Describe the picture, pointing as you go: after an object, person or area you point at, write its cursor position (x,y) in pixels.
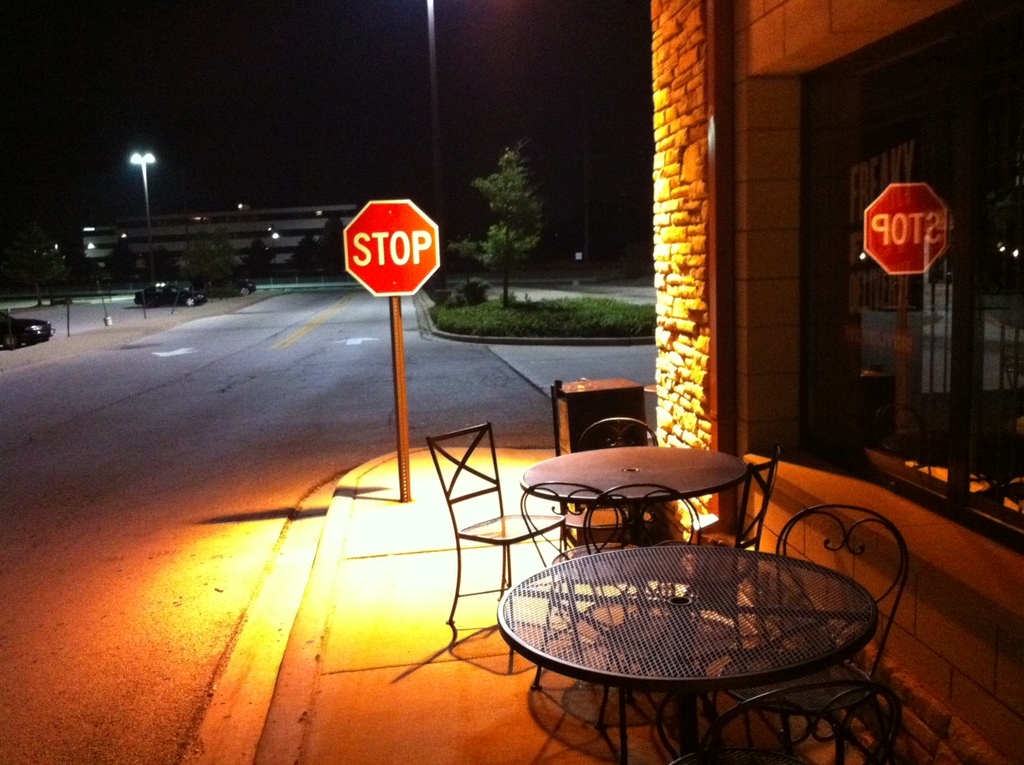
Picture consists of sky (466,231), street light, building (759,133), stop board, patio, tables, chairs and some cars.
